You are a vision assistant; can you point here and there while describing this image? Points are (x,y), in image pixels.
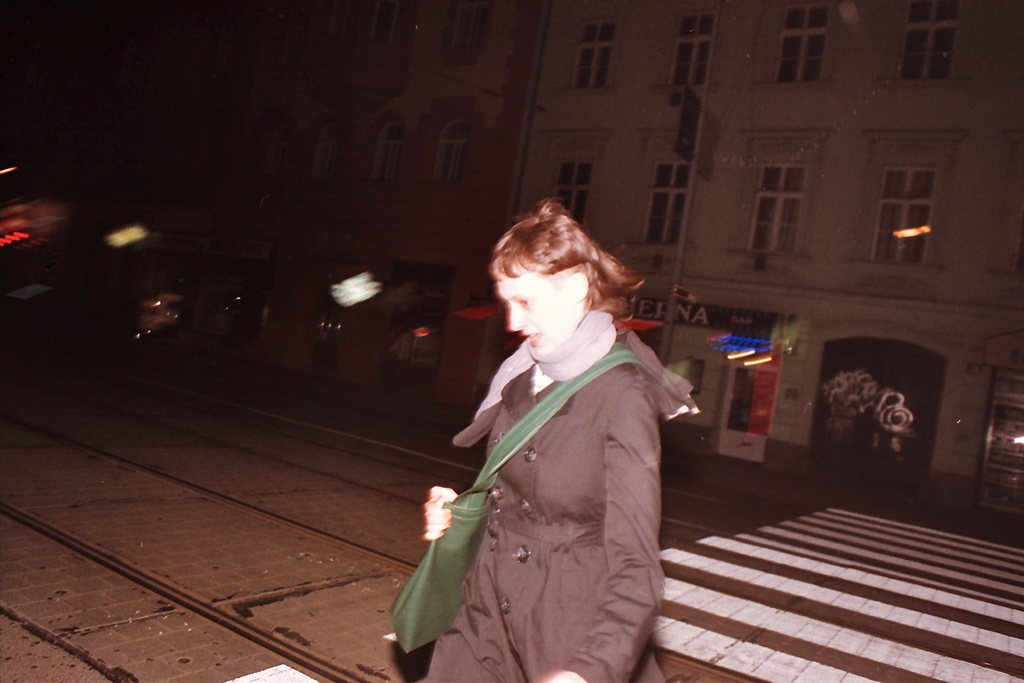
This image consists of a woman (629,511) wearing brown dress (579,543) is walking on the road (224,592). She is also wearing a green bag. At the bottom (215,592), there is a road (206,582). On the right (752,197), there are buildings (470,209). The background (12,50) is dark.
